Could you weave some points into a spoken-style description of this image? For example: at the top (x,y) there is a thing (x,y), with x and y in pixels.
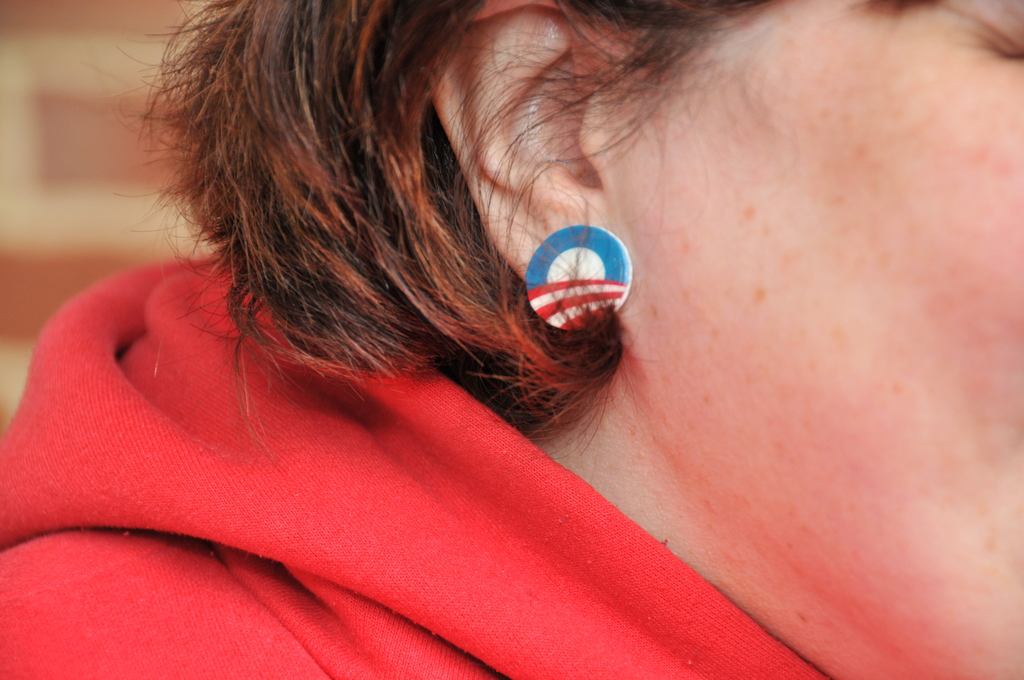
In this image I can see a person (464,489) is wearing red color dress (356,595) and the earring (570,247). Background (98,138) is blurred.
